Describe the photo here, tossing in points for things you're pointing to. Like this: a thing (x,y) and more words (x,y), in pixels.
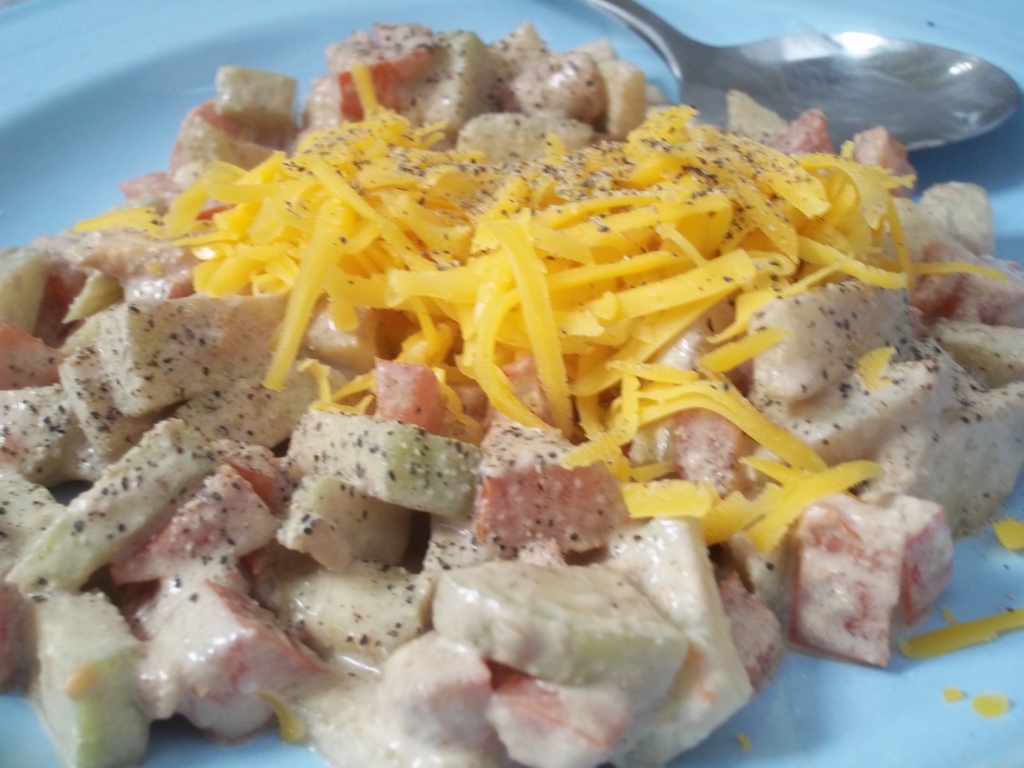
In the image we can see a plate (102,130), light blue in color, in the plate (106,53) we can see the food item (459,246) and a spoon (825,104).
